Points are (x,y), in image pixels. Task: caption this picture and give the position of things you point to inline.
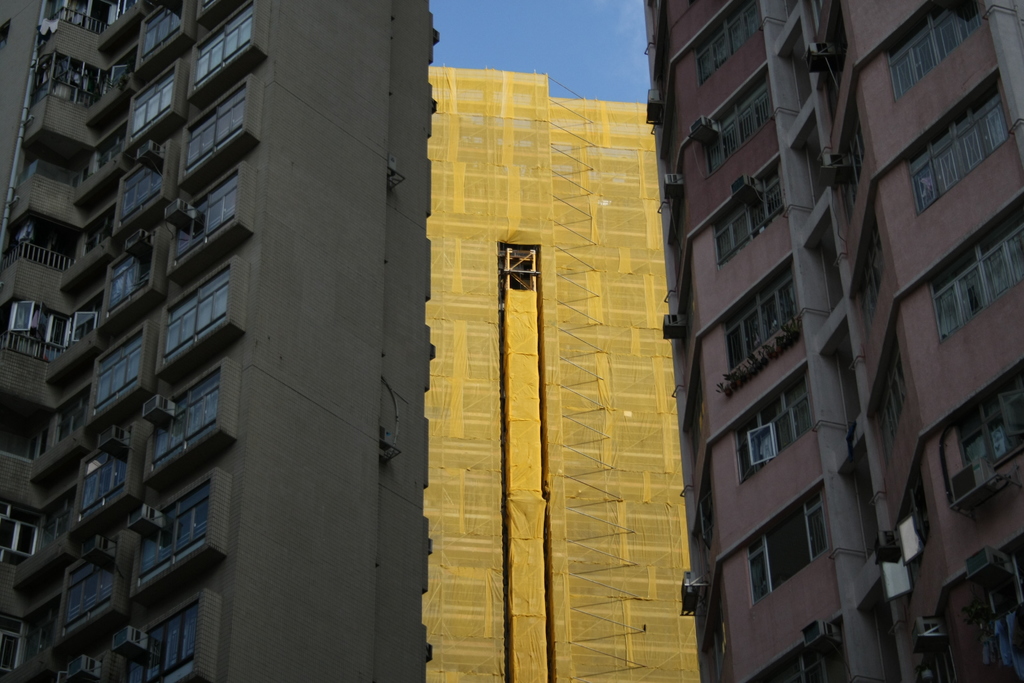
In this image there are few buildings (438,270), windows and the sky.
